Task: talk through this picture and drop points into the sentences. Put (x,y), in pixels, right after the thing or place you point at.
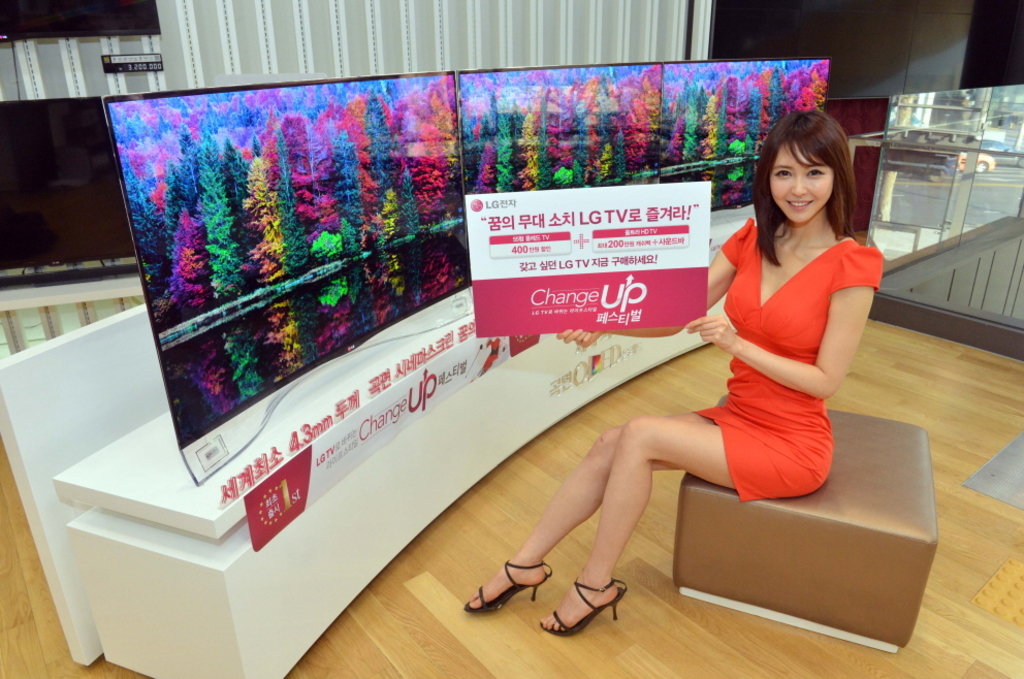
In this image in the center (667,437) there is a woman (765,424) sitting on the stool (816,525) and smiling and holding an object (583,277) with some text (645,241) written on it. On the left side (172,188) there are displays (305,173) of television (294,132) on the white colour object (210,511) and in the background (940,166) there are cars (956,161).
